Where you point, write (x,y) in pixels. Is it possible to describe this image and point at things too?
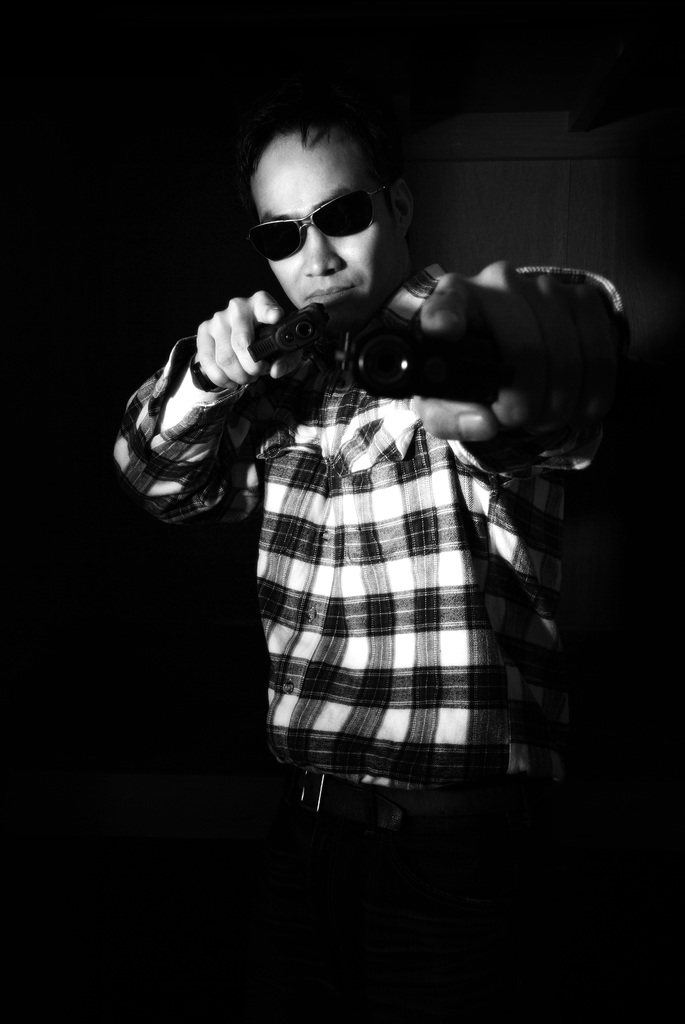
In this picture I can see a Man (414,654) Standing and holding guns (278,350) in his hands (247,319) and he wore sunglasses (263,225) and i can see a black color background (59,150) on the back (479,260).
